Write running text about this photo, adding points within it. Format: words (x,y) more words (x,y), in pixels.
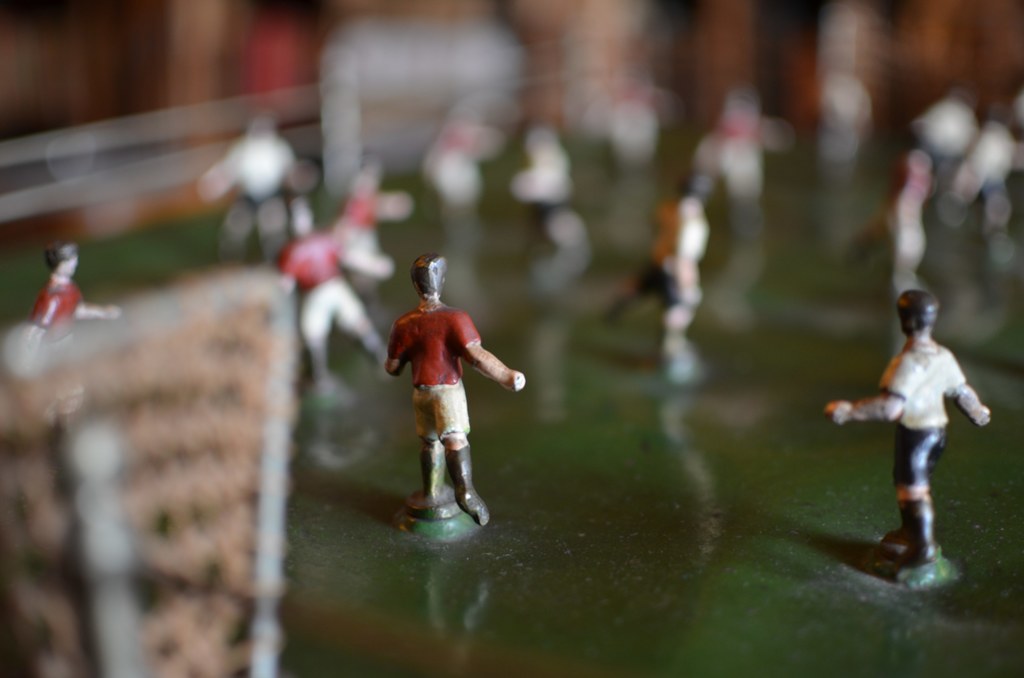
In this image I can see the miniature (929,355). On the left side (199,543) I can see a net (202,520). In the background (534,240), I can see the image is blurred.
